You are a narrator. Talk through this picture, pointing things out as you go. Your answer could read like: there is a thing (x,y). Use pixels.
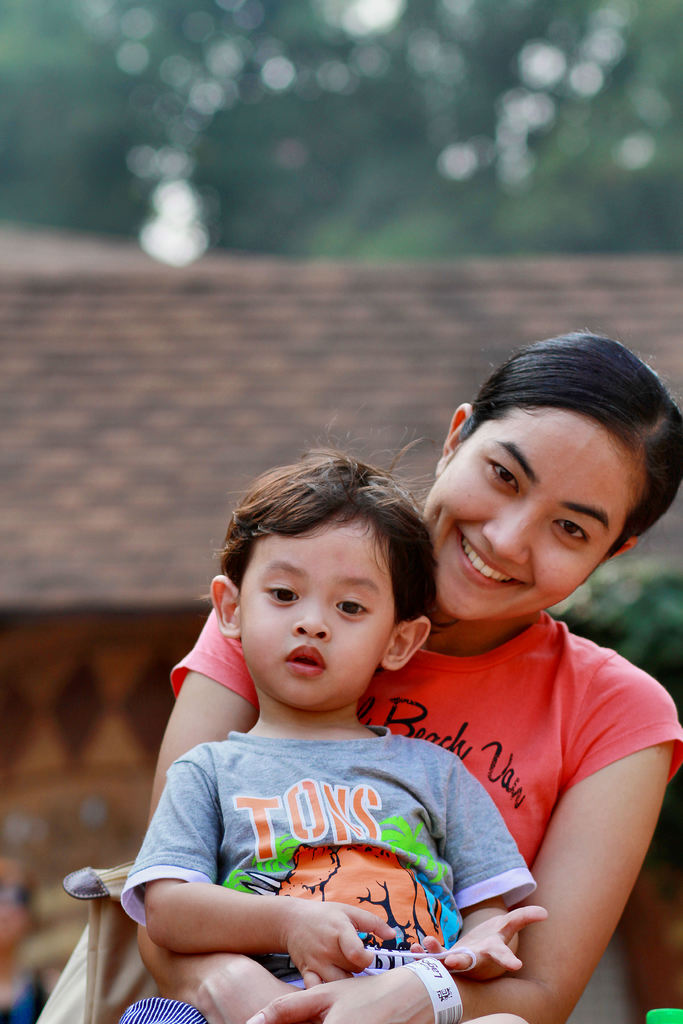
In this image I can see two people (420,700). They are wearing ash and peach color dress (547,683). Background (145,470) I can see trees (305,210) and house (274,447).
